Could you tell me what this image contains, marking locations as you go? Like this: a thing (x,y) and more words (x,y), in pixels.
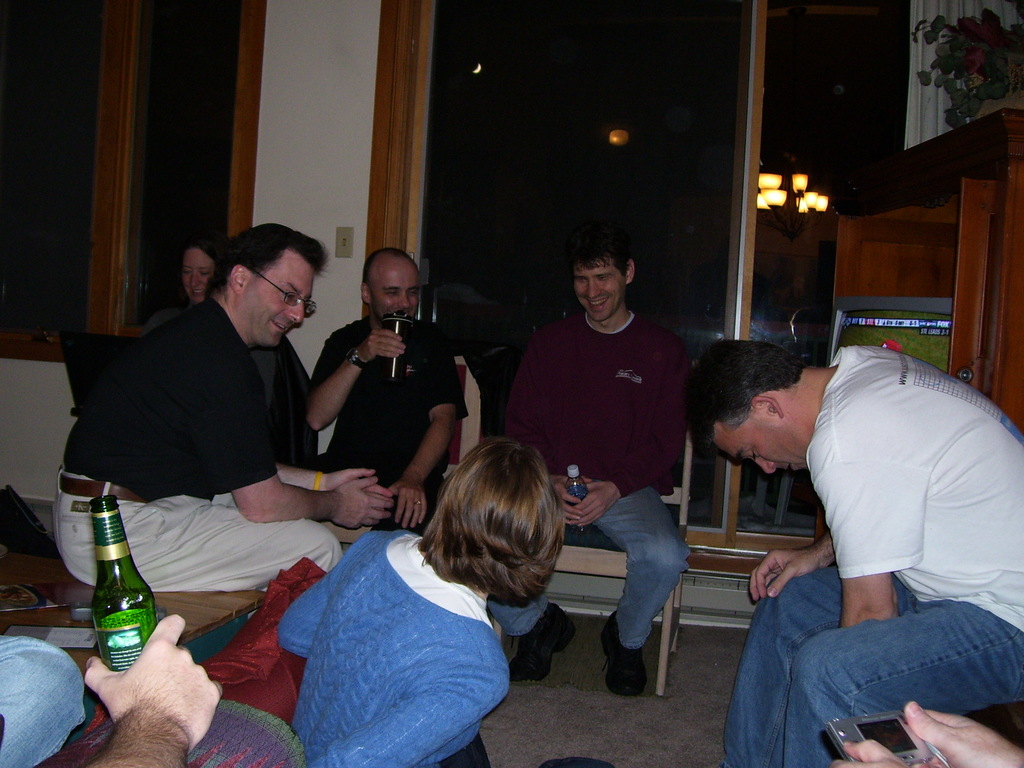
In this image i can see a inside view of an house (330,317). and there are group of people (367,516) sitting together on the chair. on the left side (102,667) i can see a hand (130,697), I can visible a bottle (112,626). and there is a window (572,228). there is a flower pot (997,85) and flower pot (990,97) kept on the cabinet (990,299) and there is light (775,197) visible on right hand (781,208). and middle a person (620,389) sitting in the chair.
